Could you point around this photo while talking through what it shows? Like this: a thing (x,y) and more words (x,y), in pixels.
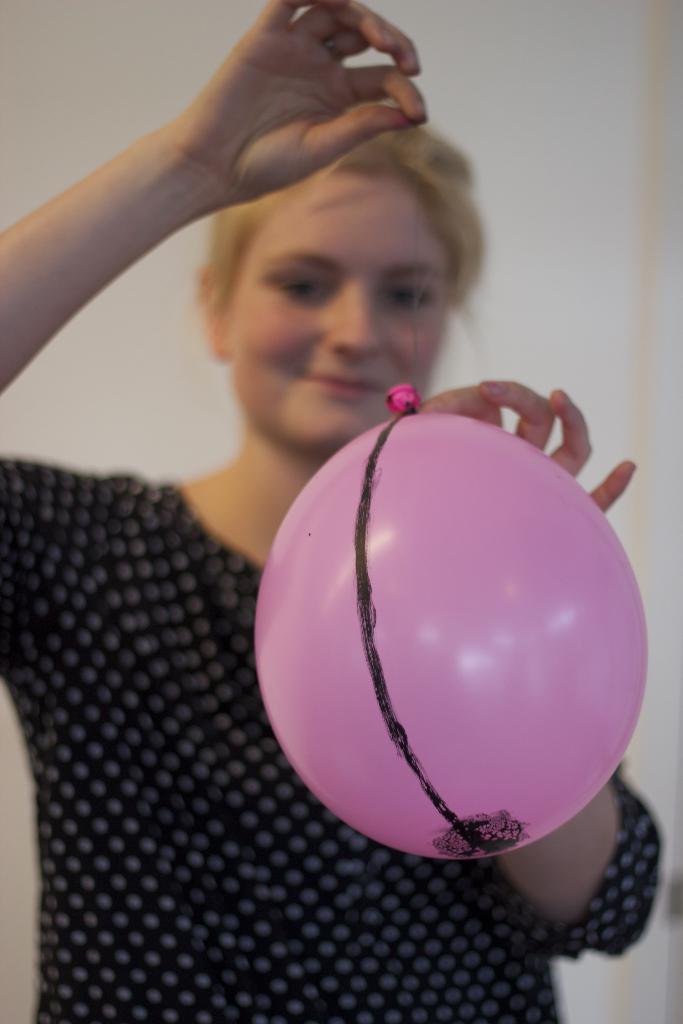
In the center of the image (247,475) there is a woman (239,877) holding a balloon (554,699) in her hands (316,101).
